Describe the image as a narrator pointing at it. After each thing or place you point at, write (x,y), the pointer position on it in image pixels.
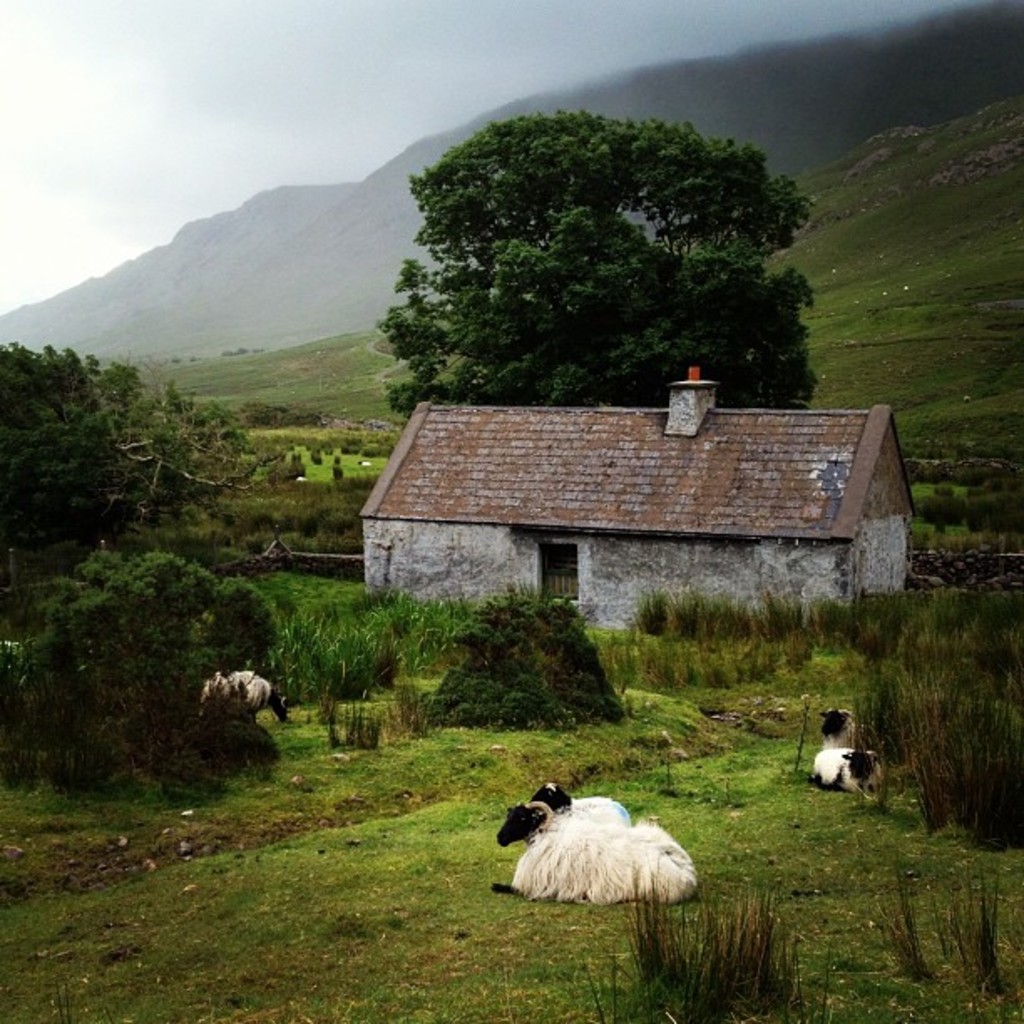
In this image there are a few sheep (585,855) sat on the surface of the grass (277,787), in the background of the image (630,520) there are trees (494,338), a house (478,505) and mountains (223,378).
